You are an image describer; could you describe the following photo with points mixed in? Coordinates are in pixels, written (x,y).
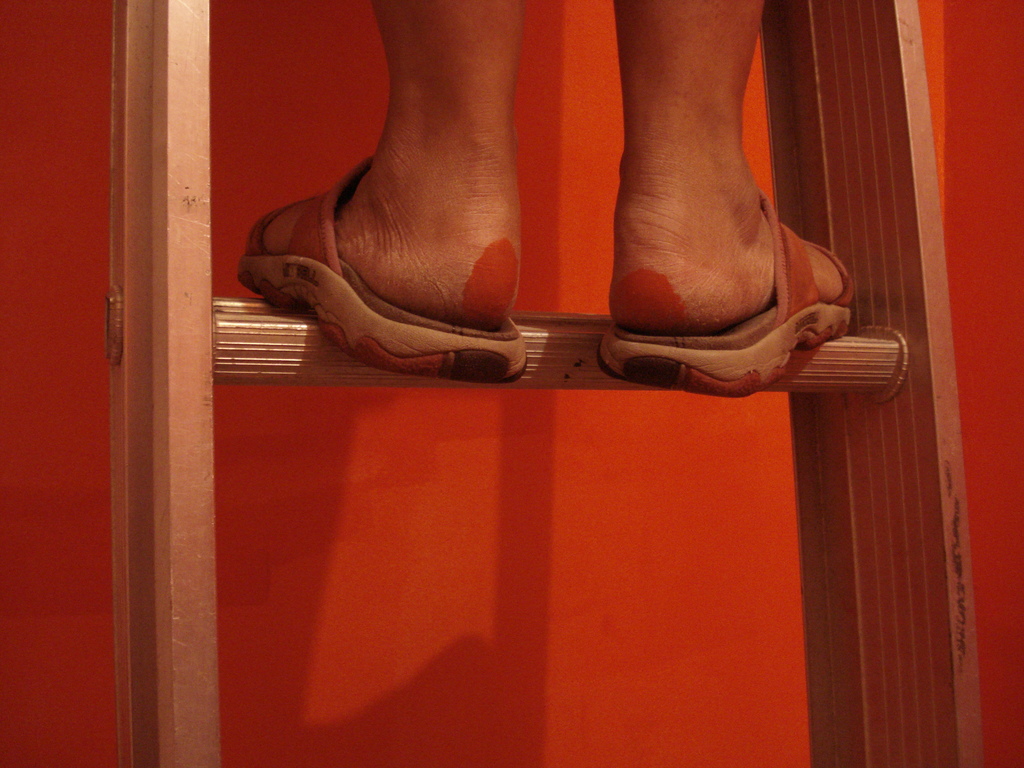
In this picture we can see a person (411,338) standing on the ladder (300,340). Behind you can see the red color wall (469,593).
